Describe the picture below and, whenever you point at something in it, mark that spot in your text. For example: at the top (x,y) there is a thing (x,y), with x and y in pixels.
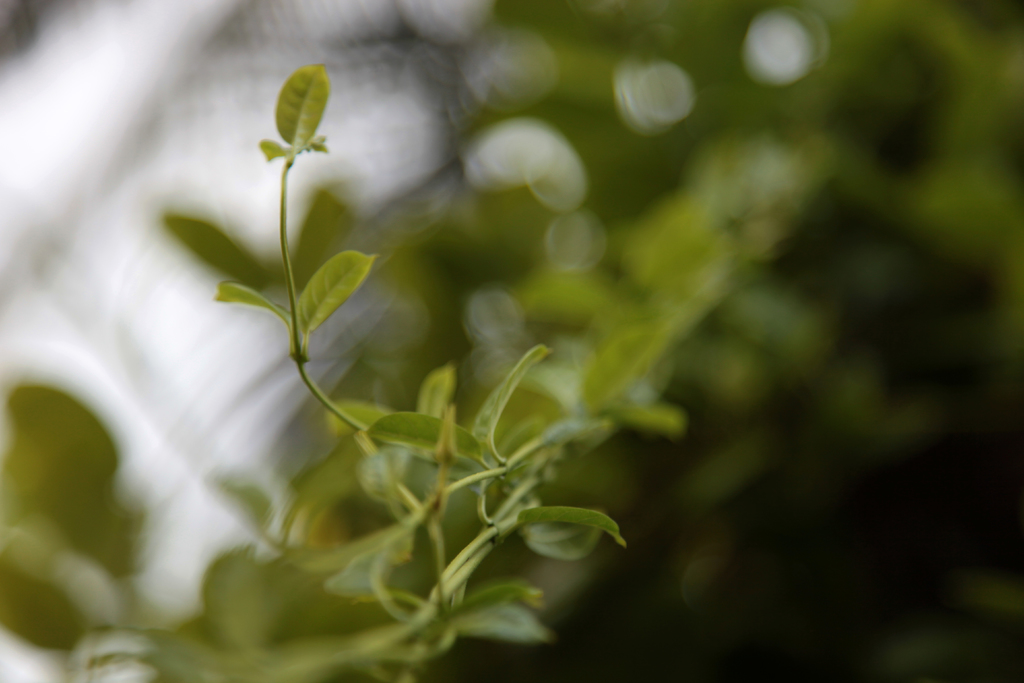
In the image we can see some trees (551,221). Background of the image (513,218) is blur.
